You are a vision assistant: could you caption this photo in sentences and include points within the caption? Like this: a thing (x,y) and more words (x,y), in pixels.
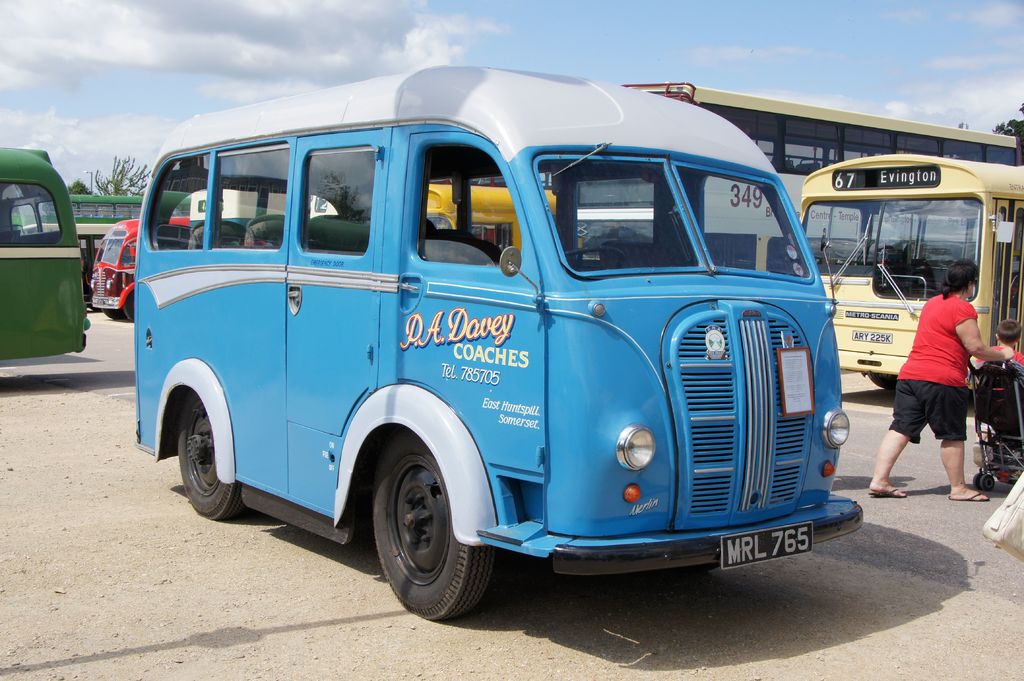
In this image in the middle (526,336), there is a vehicle (469,353). On the right (938,322) there is a woman (925,342). She wears a t shirt (921,378), trouser (934,410), she is walking and there is a boy (1011,348), vehicle (988,415). On the right (888,203) there are buses (925,186), trees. On the left (67,314) there are buses (98,231), trees (107,186), sky (153,96) and clouds (217,41).
